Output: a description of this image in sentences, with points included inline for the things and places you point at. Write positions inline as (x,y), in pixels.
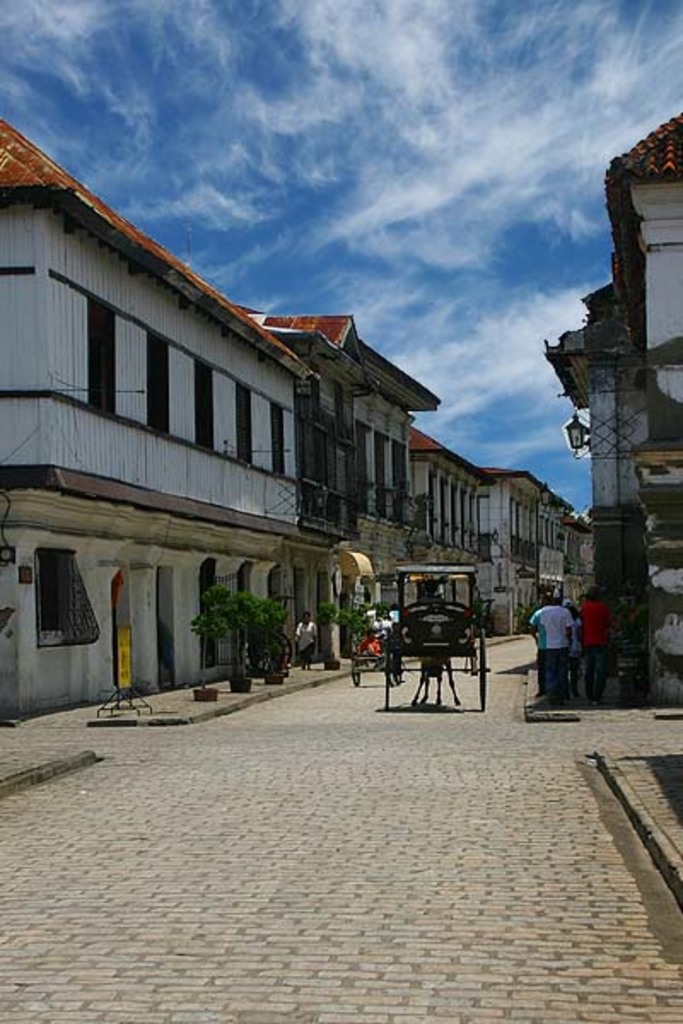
In the center of the image (412,614) we can see one wheel cart (418,628) and one vehicle (376,662) on the road (361,748). In the background (408,184), we can see the sky (344,237), clouds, buildings (412,459), plants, one wheel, one sign board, few people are standing and a few other objects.
